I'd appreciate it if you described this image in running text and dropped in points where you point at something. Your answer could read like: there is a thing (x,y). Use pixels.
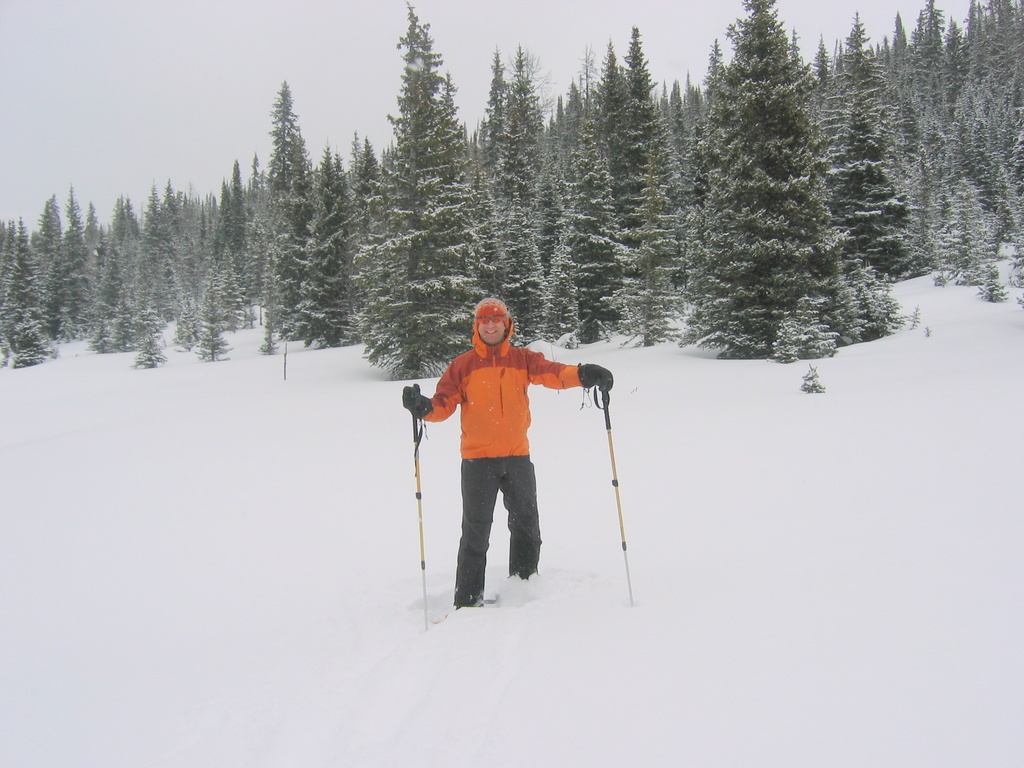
In this image we can see a man (483,331) is standing by holding sticks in his hand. We can see snow (467,664) on the land (582,669). At the top of the image (123,71), we can see the sky (215,87). In the middle of the image (448,276), we can see the trees (570,196).
